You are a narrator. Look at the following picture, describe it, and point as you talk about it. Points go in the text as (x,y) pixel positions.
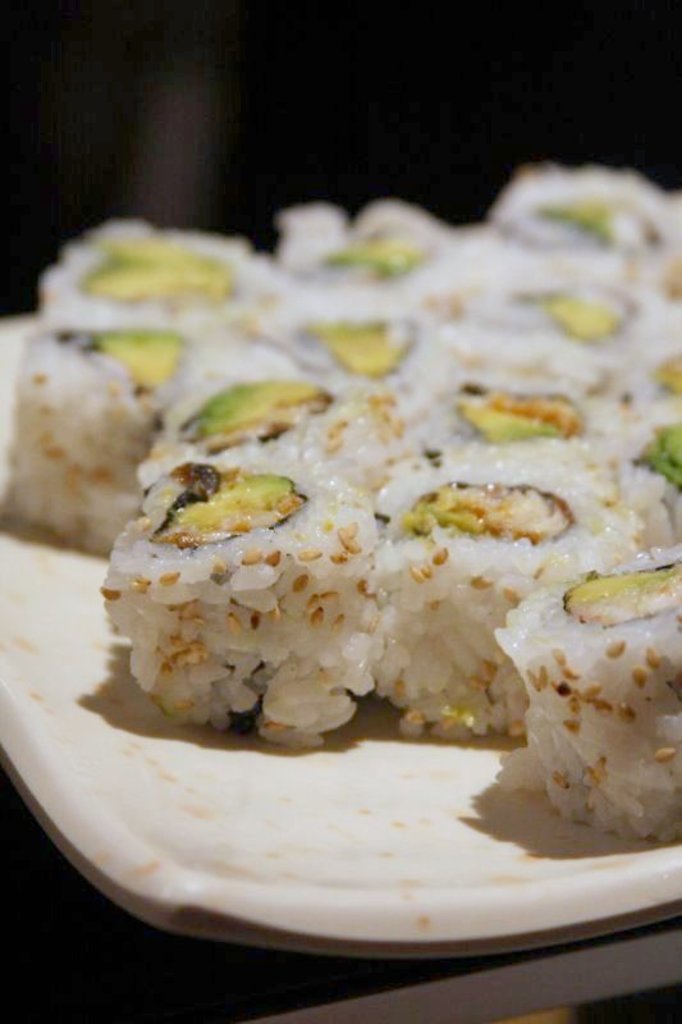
In the image I can see a plate (114,811) in which there is some food item (427,526).
